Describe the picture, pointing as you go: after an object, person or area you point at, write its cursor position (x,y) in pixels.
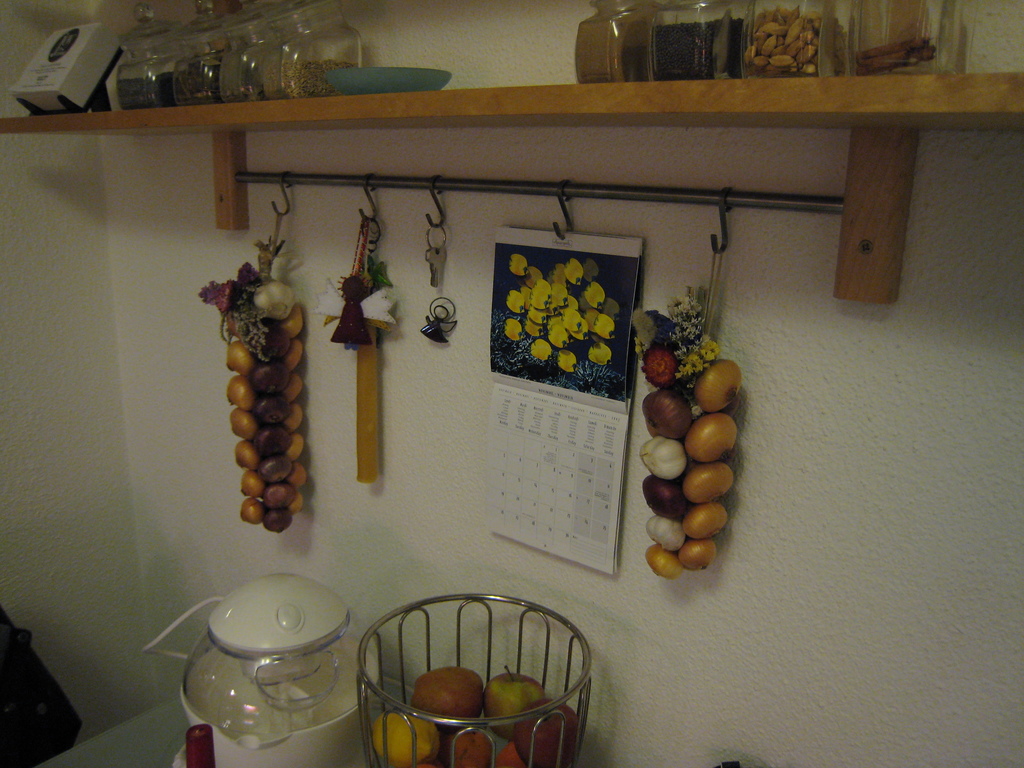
In this picture I can observe some fruits (283,428) and vegetables (283,422) hanged to the hangers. In the middle of the picture (573,368) there is a calendar (573,362). In the bottom of the picture (503,711) I can observe some fruits (457,696). In the top of the picture (178,73) I can observe some glass jars (205,72) placed on the wooden surface (334,105). In the background (549,47) there is a wall (790,358).
